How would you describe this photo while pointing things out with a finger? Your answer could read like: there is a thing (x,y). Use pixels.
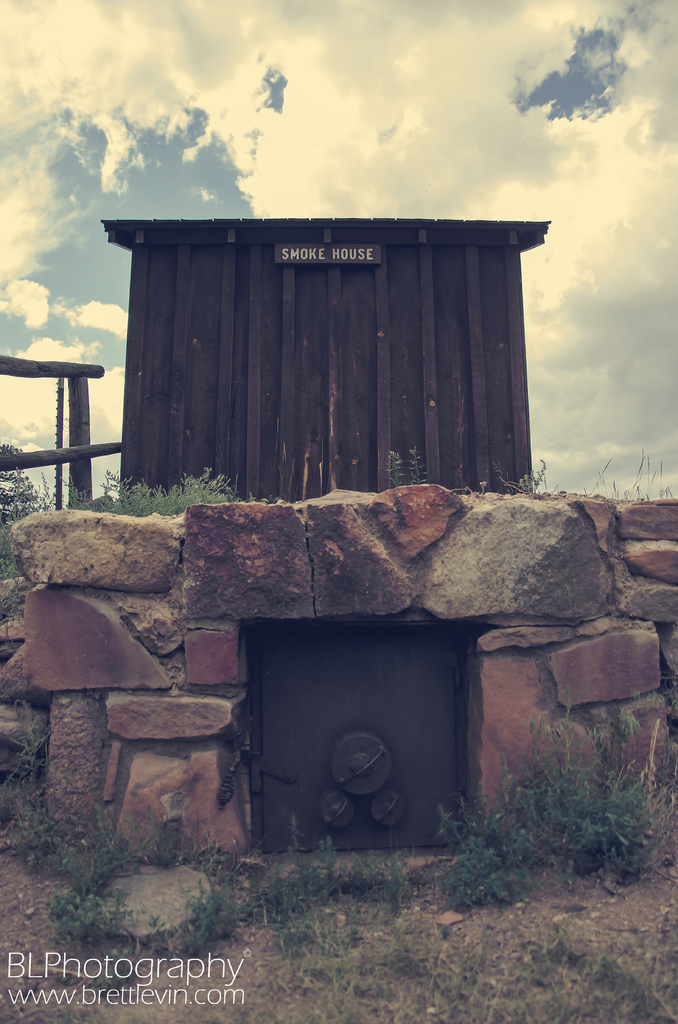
In this image in the center (251,414) there is one shelter (277,334), and at the bottom (116,712) there is a wall (489,720) and some board (313,690) and on the left side (85,417) there are some wooden sticks (101,445). At the bottom (208,908) there is grass (402,923) and sand (248,933) and at the top of the image (486,100) there is sky (415,121).
